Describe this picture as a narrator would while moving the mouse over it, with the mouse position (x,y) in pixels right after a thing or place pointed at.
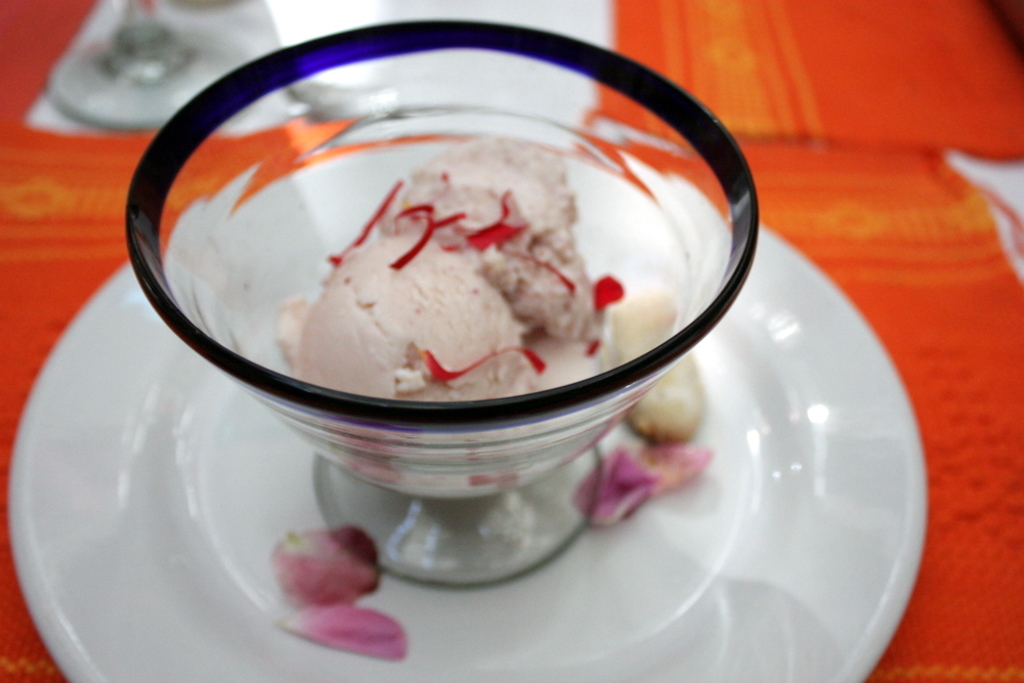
In this image we can see a scoop of an ice cream (466,371) in a cup (553,527) placed on a saucer (527,633). We can also see some petals of rose (351,639) on a saucer (281,589).
